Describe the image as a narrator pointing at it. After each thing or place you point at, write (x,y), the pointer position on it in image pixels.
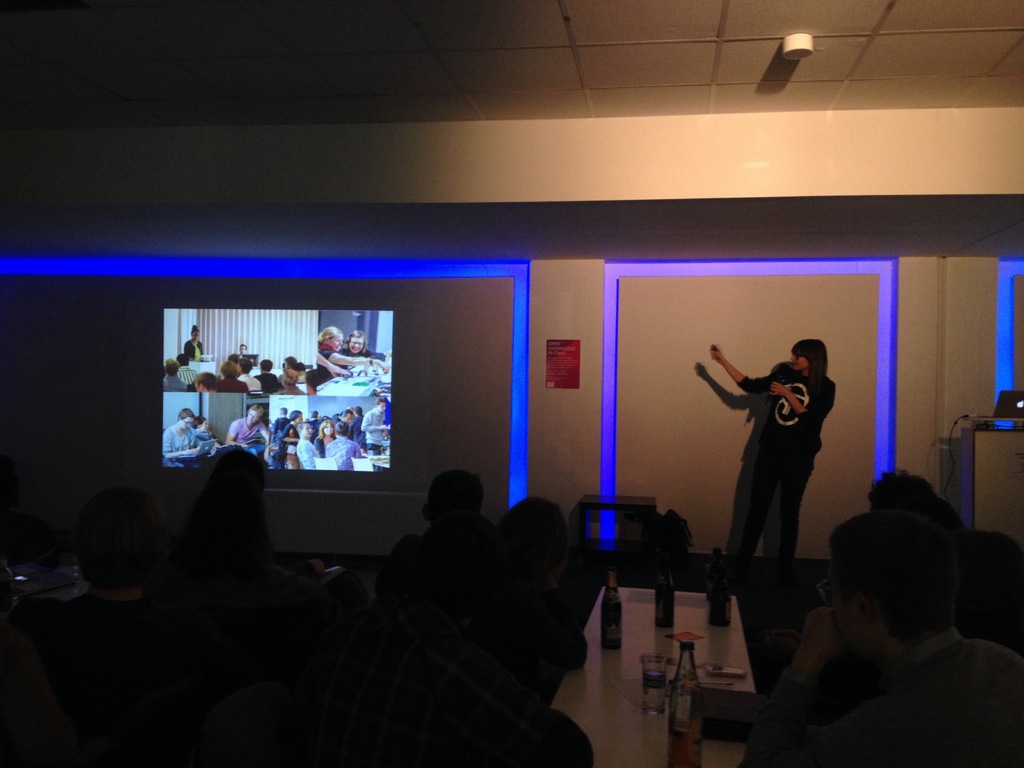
In this image there are a group of people (243,588) who are sitting and on the right side (781,437) there is one woman (773,428) who is standing and talking and on the top (616,63) there is ceiling (412,68) and on the left side (265,452) there is a screen (223,352) and some lights (312,275) are there, and in the bottom (611,715) there is one table (638,723). On that table (594,657) there are some bottles (660,619) and one glass (661,679) is there.
